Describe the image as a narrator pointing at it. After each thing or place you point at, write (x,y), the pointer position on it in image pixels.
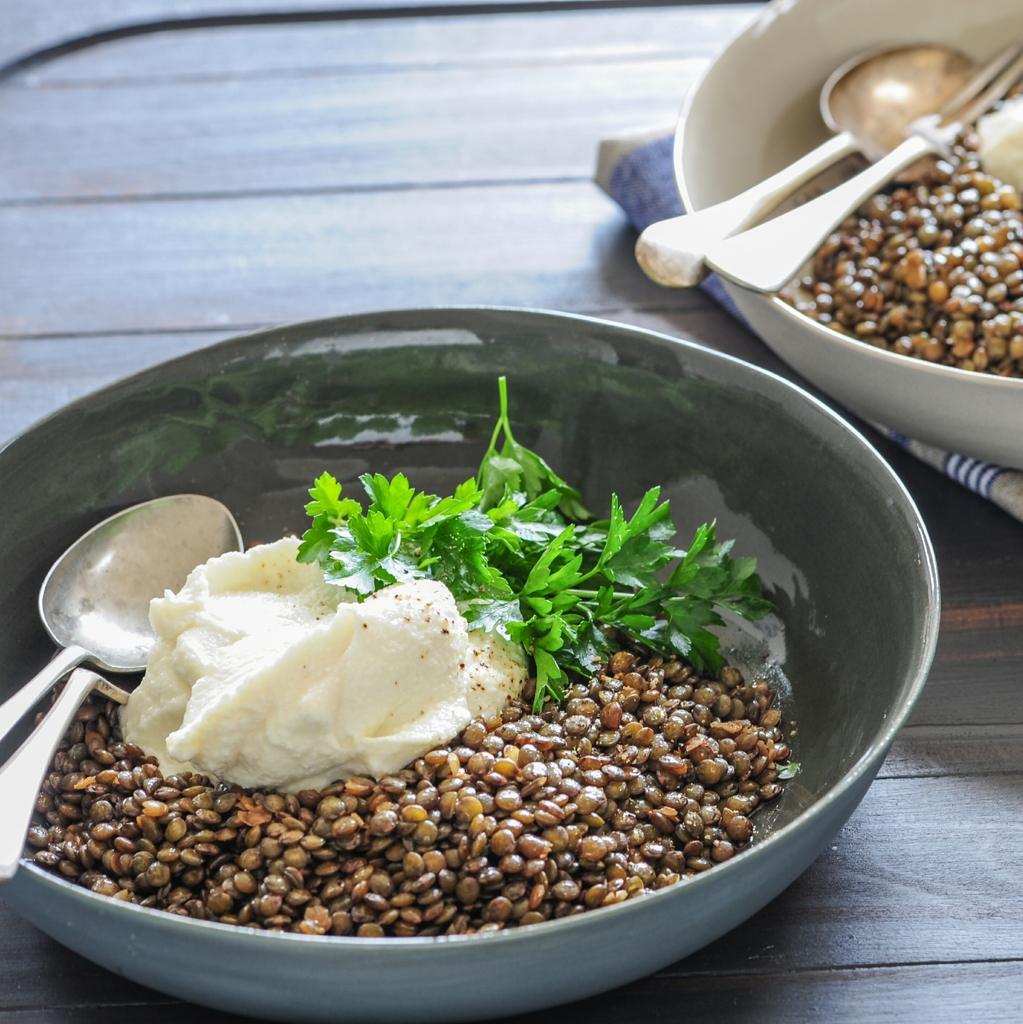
In the image there are some cooked cereals (587,816), cream (349,716) and some leaves (615,538) kept in a bowl (617,438). There are two bowls (785,351) in the image and there are spoons (214,532) and forks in the bowls (26,626).
